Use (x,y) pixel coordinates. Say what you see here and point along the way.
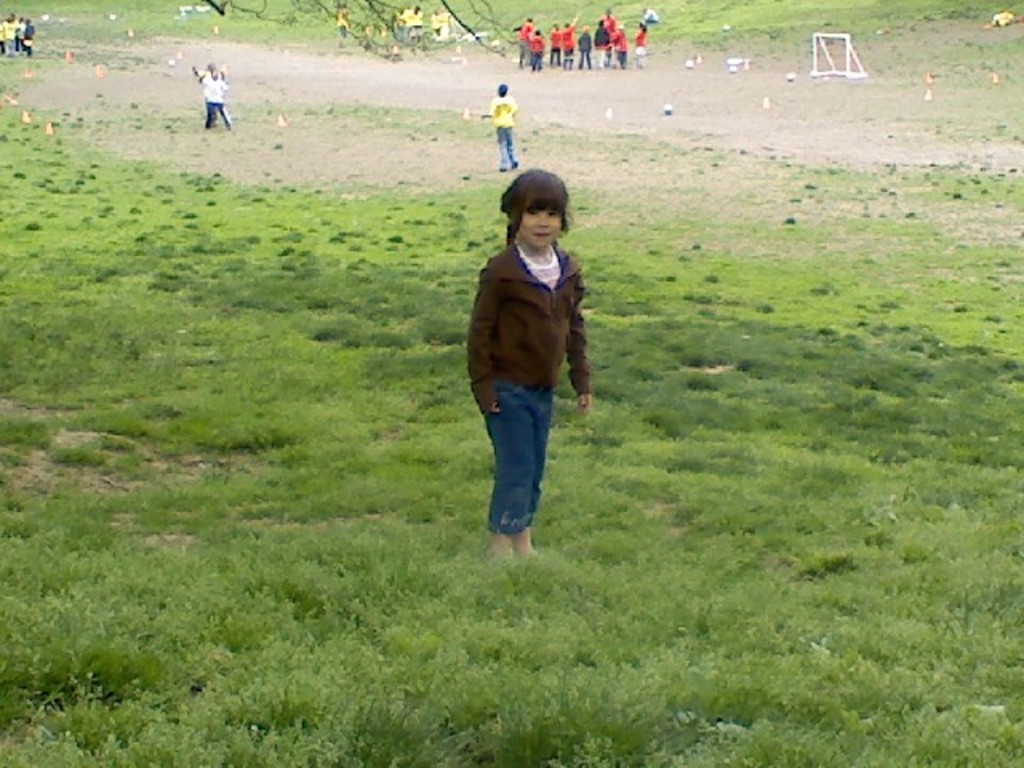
In this image in the foreground (539,276) there is one girl (539,313) who is standing, and in the background (21,32) there are some children (503,100) who are playing something. At the bottom (589,614) there is grass (842,306), and in the center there is sand (832,119) and some objects (50,125).
